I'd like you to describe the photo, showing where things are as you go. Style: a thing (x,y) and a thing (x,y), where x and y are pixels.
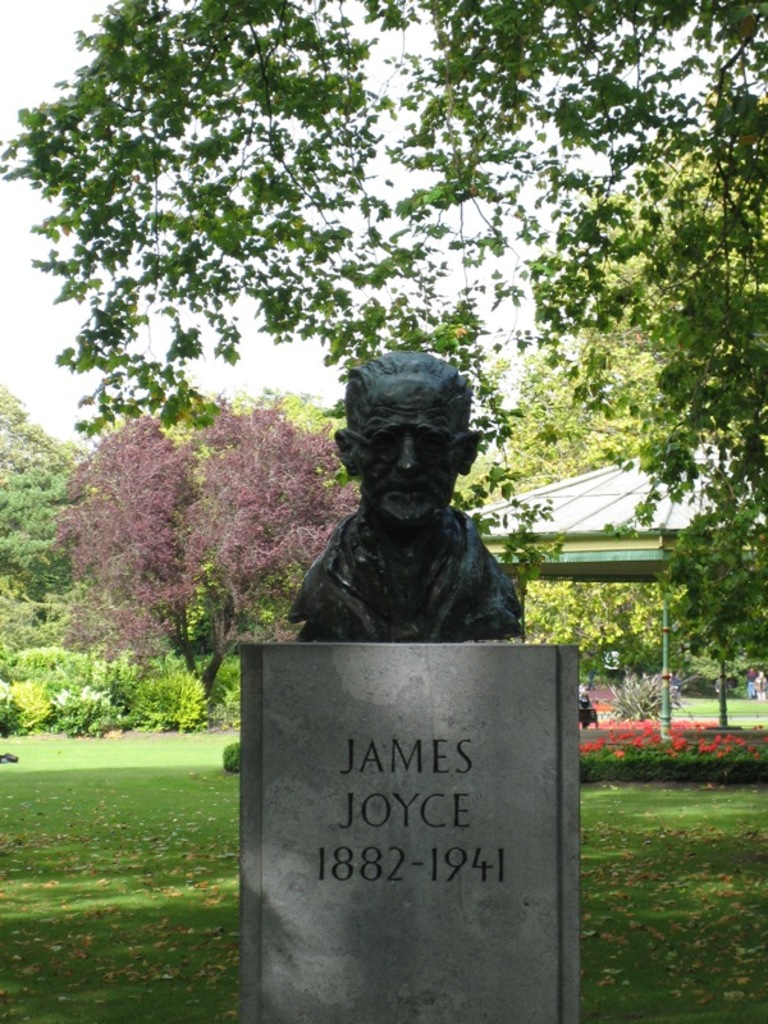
In this image I can see a statue (311,581) and something written on the stone (409,840). In the background (210,455) I can see trees (137,461), the sky (73,436), the grass (115,871) and some objects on the ground (106,829).
